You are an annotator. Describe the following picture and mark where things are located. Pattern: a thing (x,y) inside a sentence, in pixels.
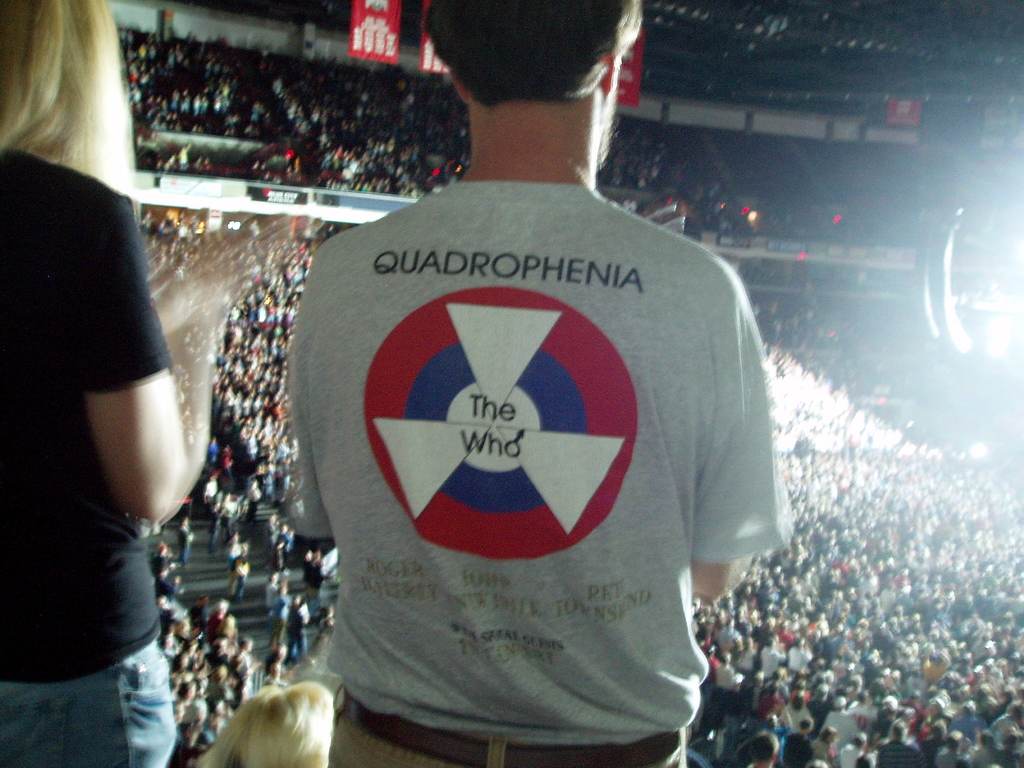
We can see a man (410,285) and a woman (100,444) standing. Man (506,168) is wearing a t shirt (436,340) with a logo (477,390) and something written on that. In the back (838,546) there is a crowd (412,163), banners (386,31) and light (959,330).
